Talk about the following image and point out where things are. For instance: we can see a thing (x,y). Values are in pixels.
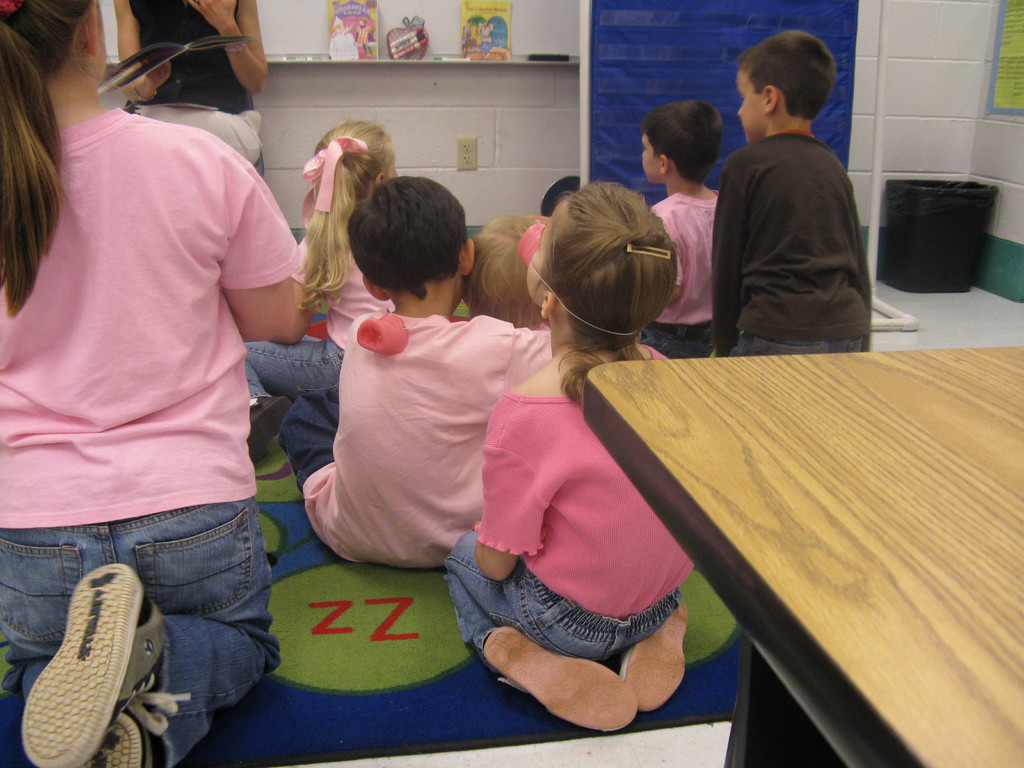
This children (833,230) are sitting on a floor (357,719). Floor (534,759) with carpet (357,719). This is a table (889,461). Near to the wall (549,47) there are things (401,28). This woman (168,16) is sitting on a chair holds a book (218,45). Far there is a bin (979,239). This is a blue color banner (688,79).
